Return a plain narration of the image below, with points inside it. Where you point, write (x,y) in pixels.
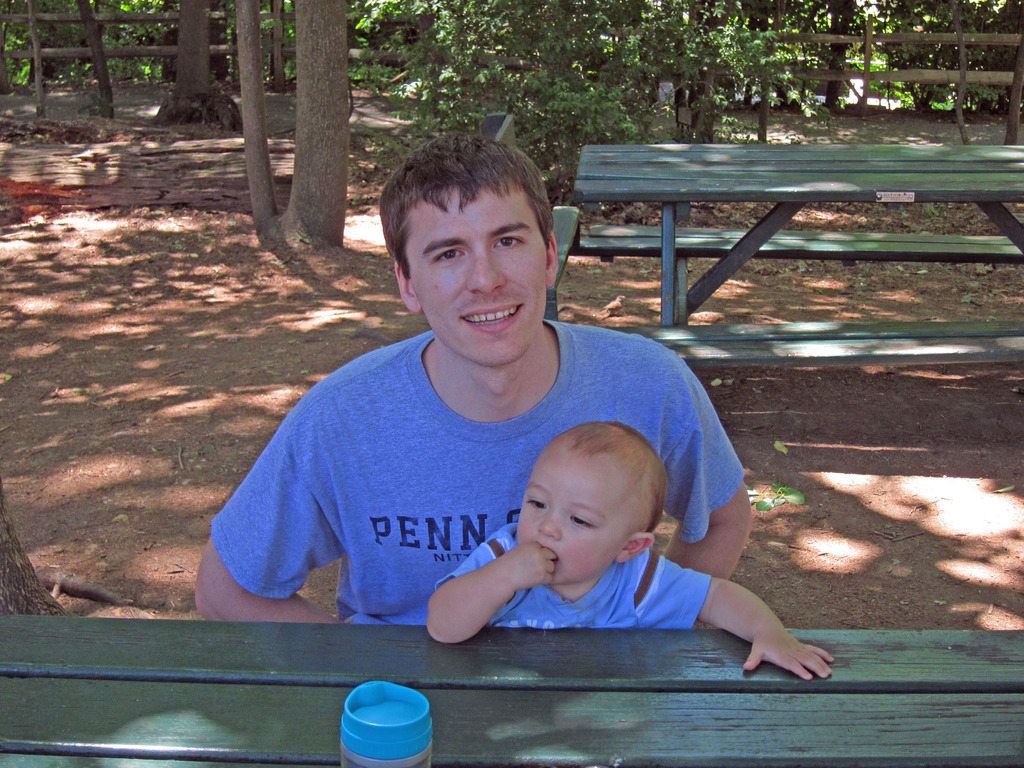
In this image there is a man (370,486) and a baby (672,586) sitting on a bench (644,700). At the back of a man (388,528) there is a bench (783,329) and trees (345,119).
